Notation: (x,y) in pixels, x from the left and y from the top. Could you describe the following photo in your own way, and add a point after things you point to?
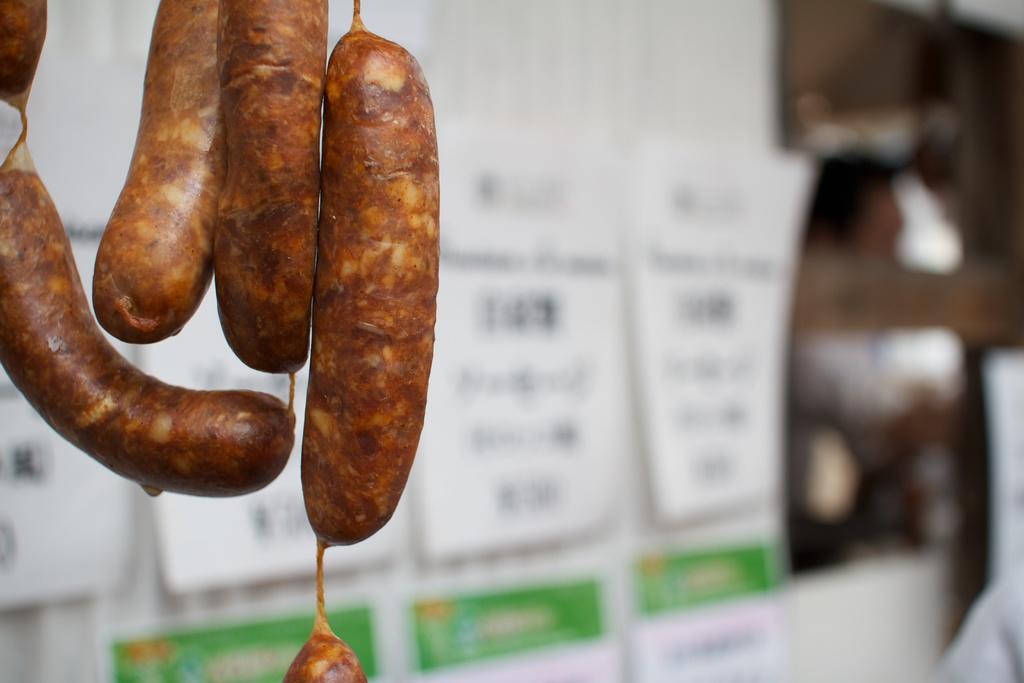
On the left side (193,295), we see the sausages (378,364). Behind that, we see the posters (574,469) or charts (574,469) in white and green color with some text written on it. Behind that, we see a white wall (672,101). On the right side (814,271), it is in brown and white color. This picture is blurred in the background (762,335).
